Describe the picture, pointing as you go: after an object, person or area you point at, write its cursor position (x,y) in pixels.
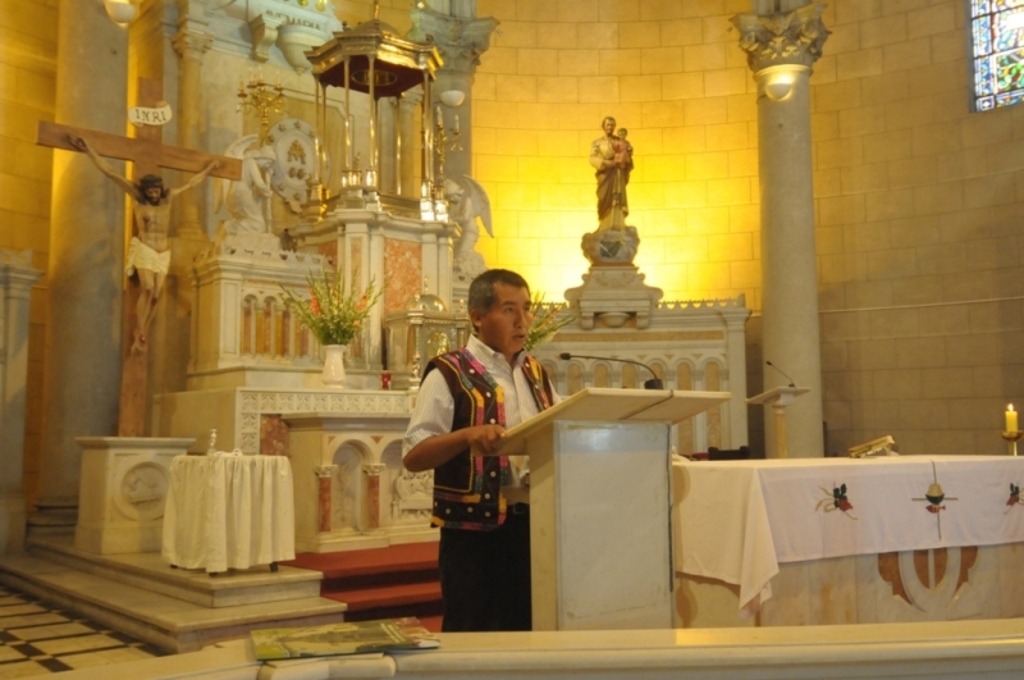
In this in the center (490,369) there is one person (493,476) who is standing, in front of him there is one podium (553,423). On the podium (565,565) there is one mike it seems that he is talking, and in the background (258,248) there are some statues (145,202) and cross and some flower pots (332,375), plants (333,339) and some tables (406,394). On the right side (841,463) there is one table (762,500), on the table (762,500) there is one white color cloth (907,490) and on the table (776,589) there is one candle (1008,415). In the background (833,144) there are some pillars (25,267) and wall (489,165).
